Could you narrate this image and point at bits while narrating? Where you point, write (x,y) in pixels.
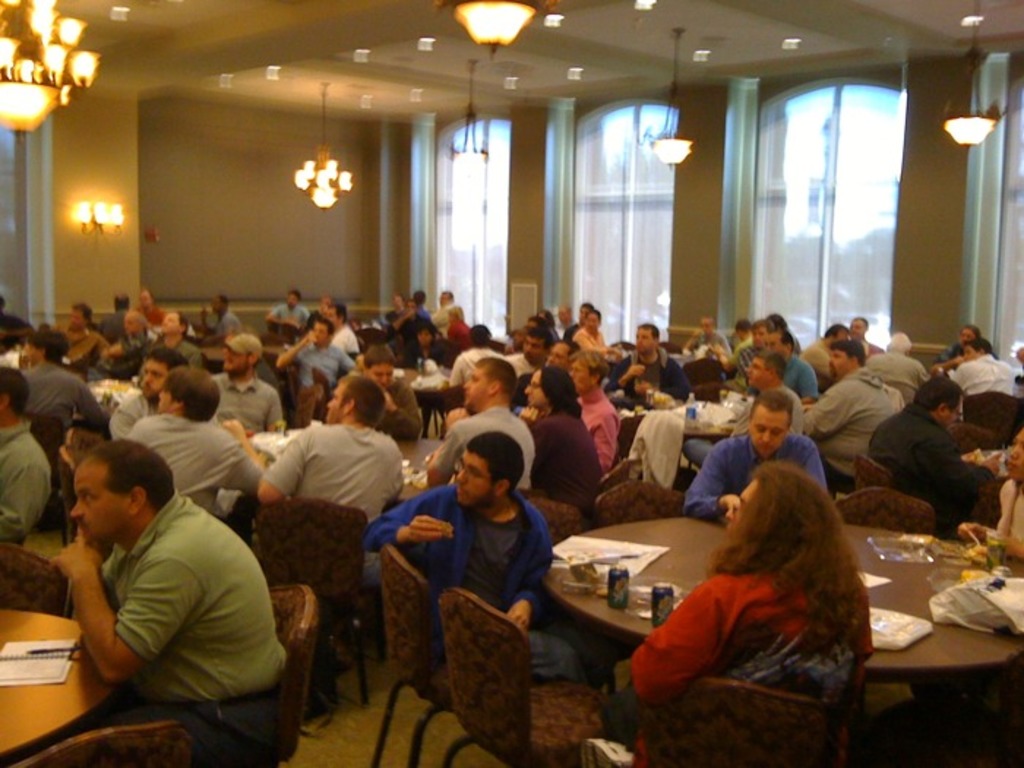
This is an inside view of a room (489,210). Here I can see a crowd of people (226,604) sitting on the chairs (420,606) and looking at the left side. These people (231,618) are sitting around the tables (71,632). On the tables (657,582), I can see few papers (579,545), coke tins (657,602), bags (994,602) and some other objects (940,579). In the background (310,232) there is a wall (281,216) and I can see few windows (500,243) through which we can see the outside view (852,151). At the top (32,101) there are few chandeliers (322,130) and lights (359,54).
